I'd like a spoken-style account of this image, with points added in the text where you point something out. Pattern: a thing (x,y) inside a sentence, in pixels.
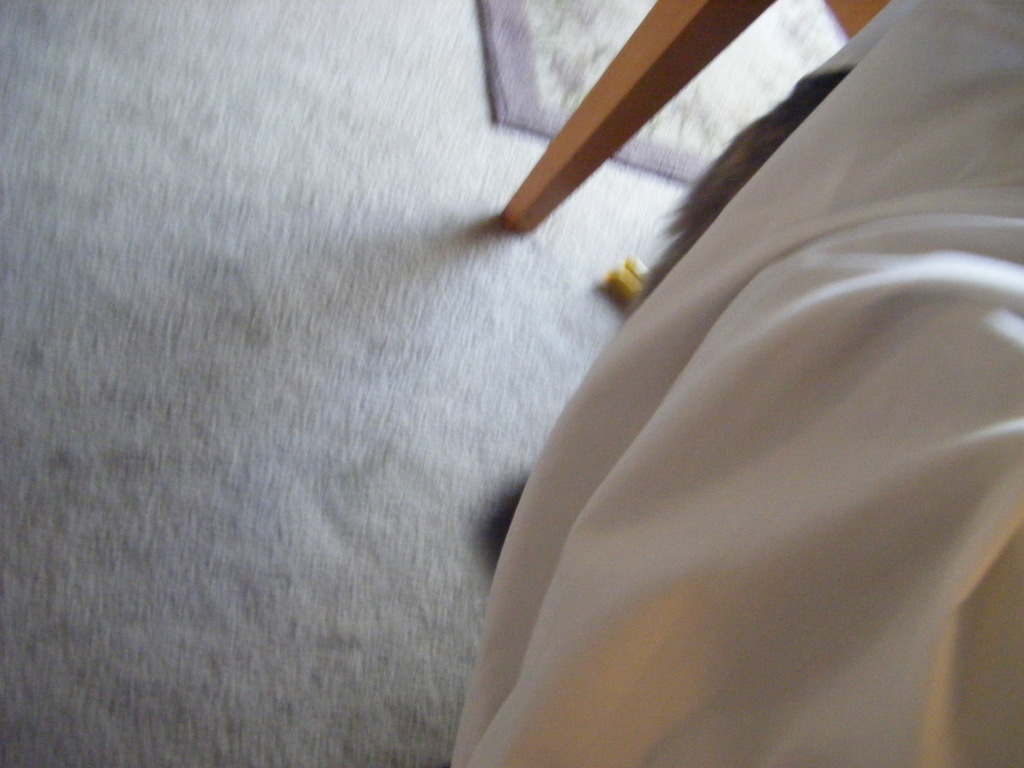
This picture is blur, in this picture we can see cloth (876,197), mat (561,64) on the floor (562,292) and objects (602,76).
